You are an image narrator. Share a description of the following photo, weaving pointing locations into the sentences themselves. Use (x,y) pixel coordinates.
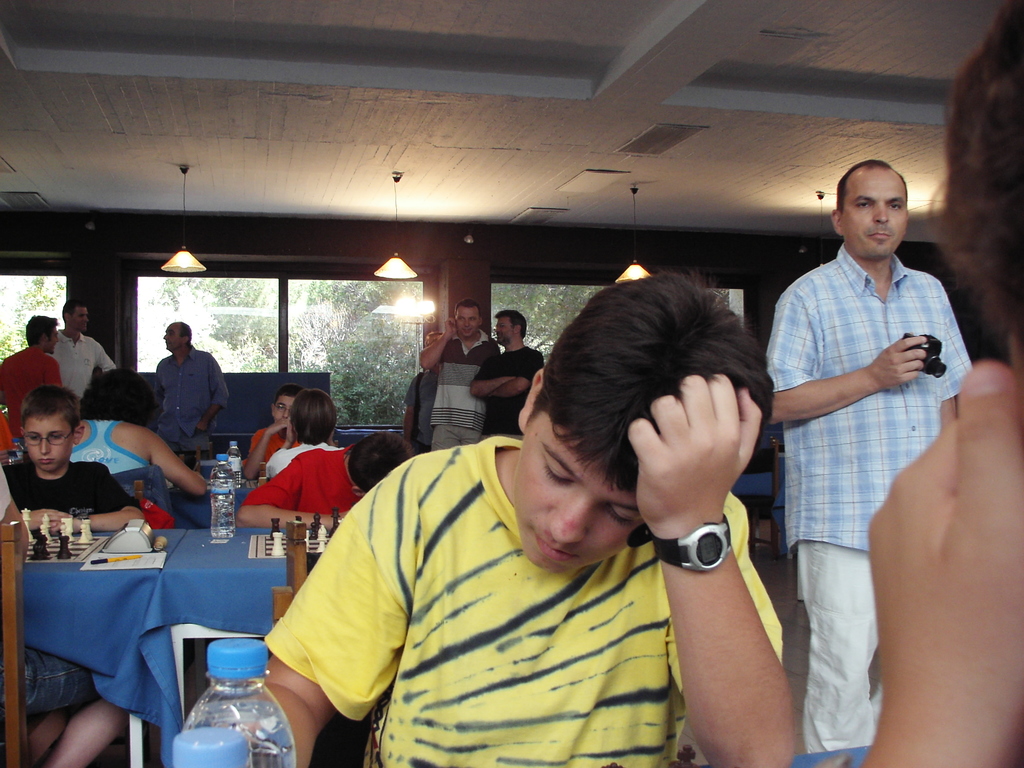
In this image there is a boy (561,623) in the middle (617,434) who is keeping his hand (692,485) on his head (684,371). In the background (195,476) there are few kids (258,524) who are playing the chess (66,557). In front of them there is a table (186,539) on which there are chess boards (69,543), bottles (223,490) and papers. At the top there are lights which are hanged. In the background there are few people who are standing on the floor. Behind them there are glass windows (309,316) through which we can see the trees (353,368).
